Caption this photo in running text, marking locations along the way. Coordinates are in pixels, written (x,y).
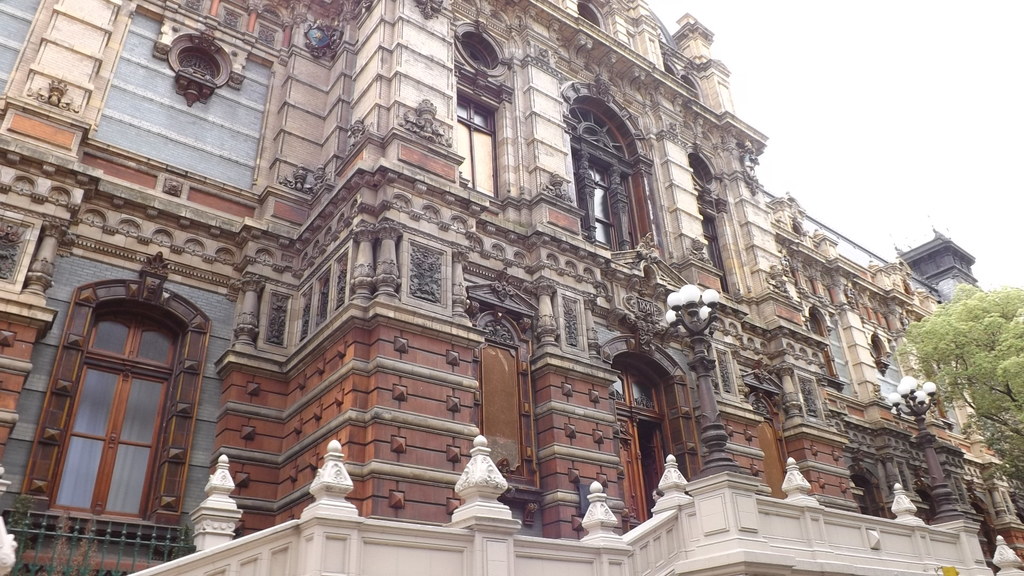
In this image we can see buildings (337,232), sculptures (649,247), windows (711,218), trees (957,334), street lights (705,329), street poles (692,319) and sky (896,73).
